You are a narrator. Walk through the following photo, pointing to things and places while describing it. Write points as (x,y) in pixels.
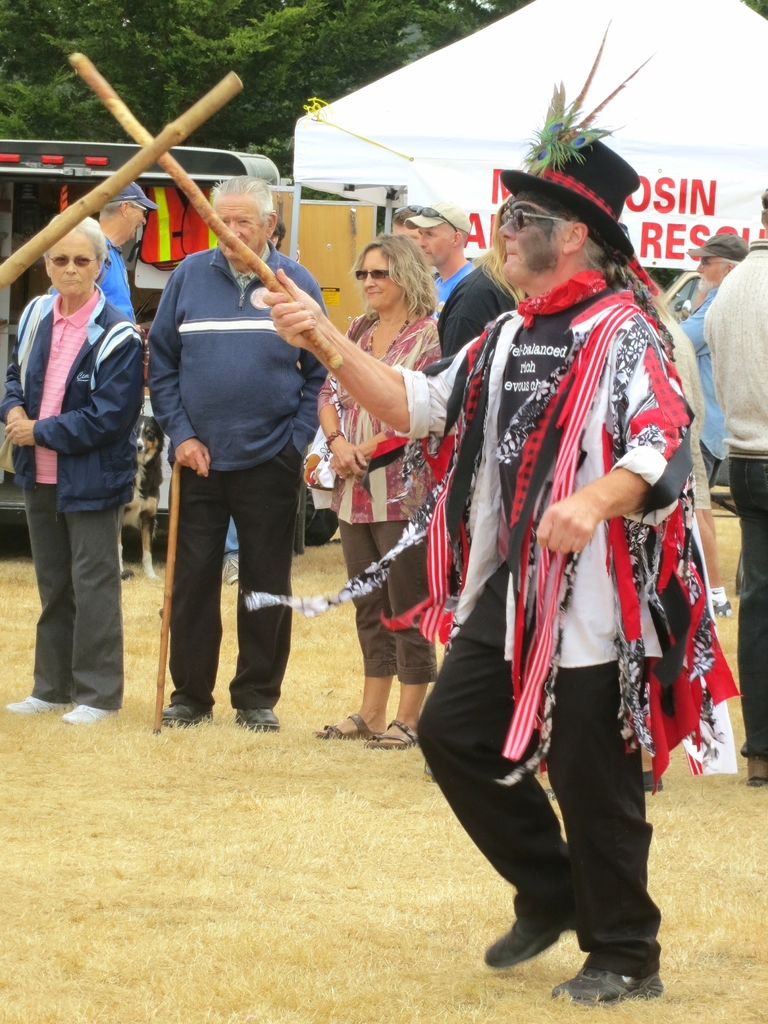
In this image there is a person (578,264) with a hat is standing and holding a stick (246,257), and in the background (24,180) there are group of people (407,719) standing, stall (385,149), vehicle (63,152), trees (62,66).
